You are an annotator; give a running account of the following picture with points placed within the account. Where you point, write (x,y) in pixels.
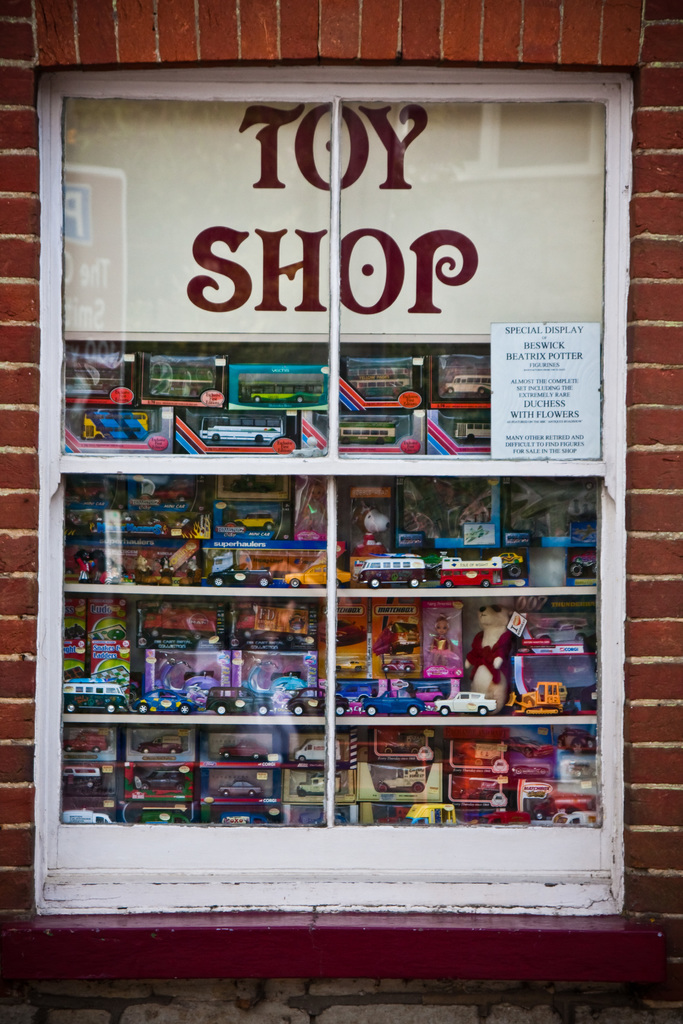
In the center of the picture (379,357) we can see a glass window (268,505), inside the window (305,433) we can see racks (320,446), toys (320,446) of cars (182,781), buses (382,370) and various objects (414,401). At the top of the window (390,176) we can see text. Towards right (536,381) we can a pamphlet (532,366). In this picture we can see a brick wall (670,846).
